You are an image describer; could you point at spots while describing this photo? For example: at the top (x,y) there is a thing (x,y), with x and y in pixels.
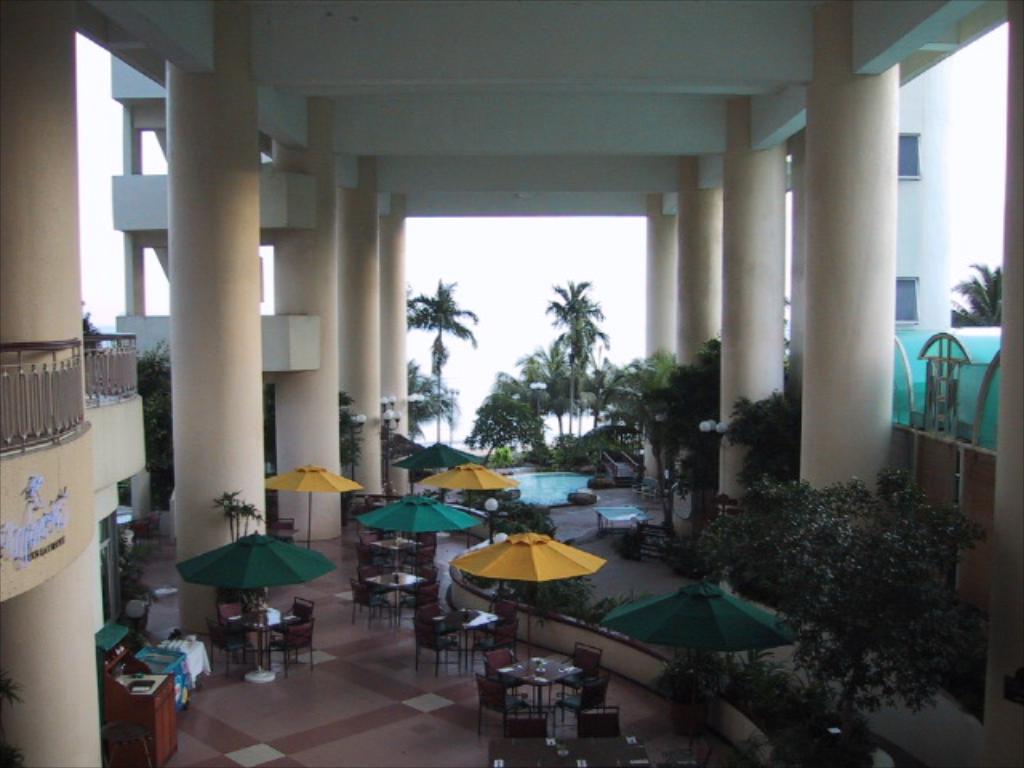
In this image we can see the pillars (298,372). We can also see the ceiling (507,50). Image also consists of trees (786,483) and also lights (716,428) and also a swimming pool (562,478). At the bottom (221,631) we can see the chairs (533,735) and also tables (550,687) under the tents (652,600). Floor (640,693) is also visible in this image. On the left (42,383) we can see the railing (98,386). Sky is also visible.
